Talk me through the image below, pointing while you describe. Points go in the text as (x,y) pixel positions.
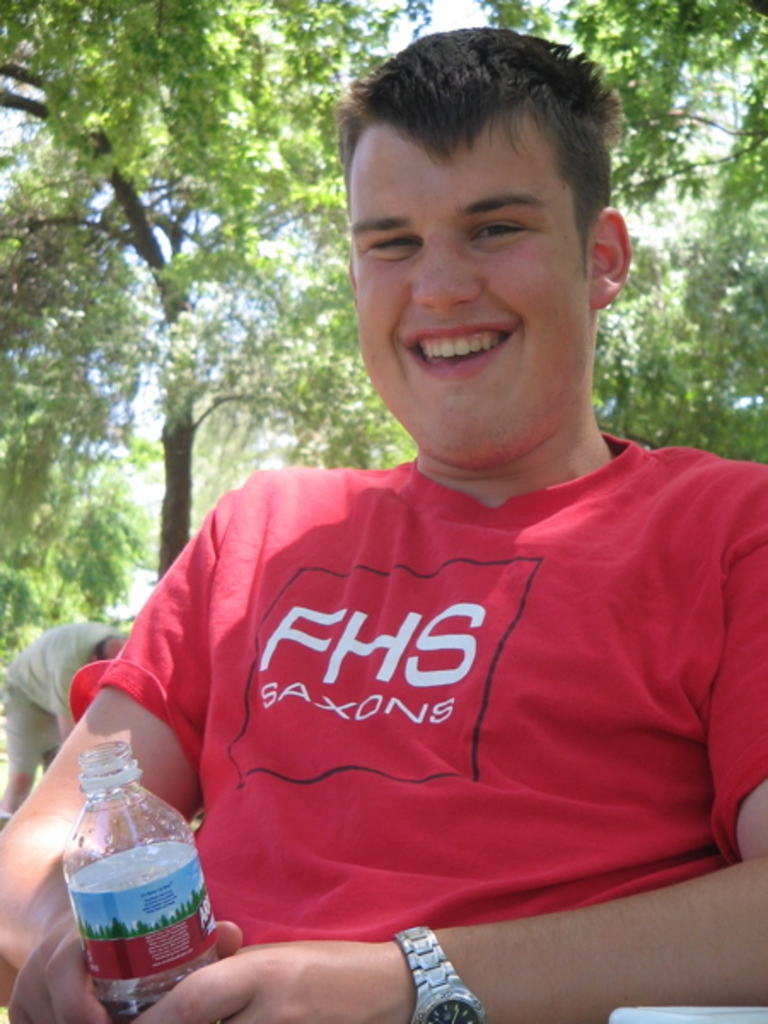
This picture shows a man (171,661) seated on the chair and holding a bottle (124,770) in his hand (84,1008) and we see couple of trees (256,201).
